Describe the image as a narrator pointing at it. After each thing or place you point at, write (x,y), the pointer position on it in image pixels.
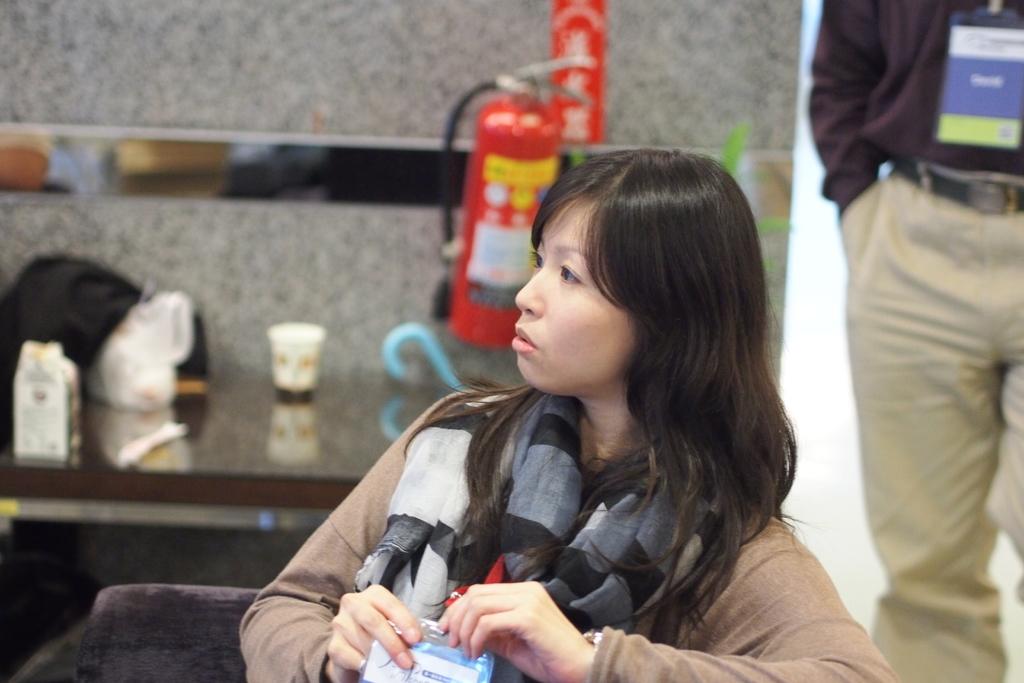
In front of the image there is a lady (487,598) holding a card (436,644) in her hand (486,612). Beside her on the right side (898,121) there is a person (930,313) and also there is a card (972,88). Behind the lady (667,376) on the table (345,432) there is a glass (310,346) and some other things (117,311). In the background (493,104) on the wall (434,56) there is a fire extinguisher (527,222).
